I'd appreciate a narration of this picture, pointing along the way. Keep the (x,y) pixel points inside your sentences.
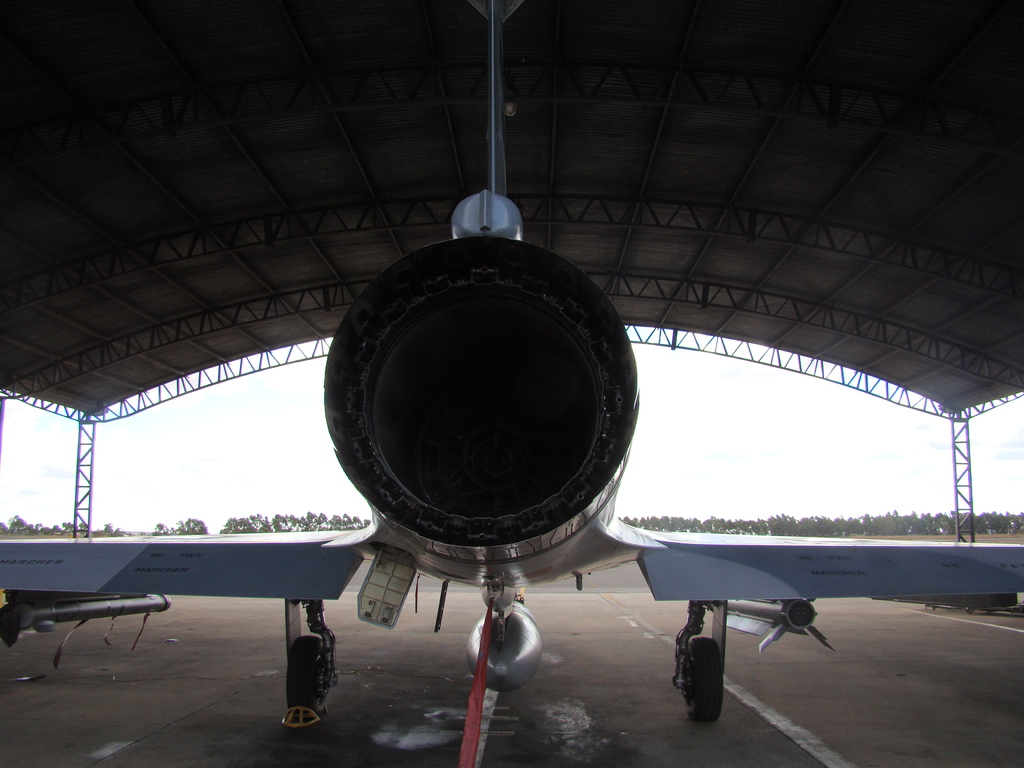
In this picture we can see an airplane (442,598) on the ground (650,755), shelter (378,257), trees (676,519) and in the background (209,463) we can see the sky (788,449).
